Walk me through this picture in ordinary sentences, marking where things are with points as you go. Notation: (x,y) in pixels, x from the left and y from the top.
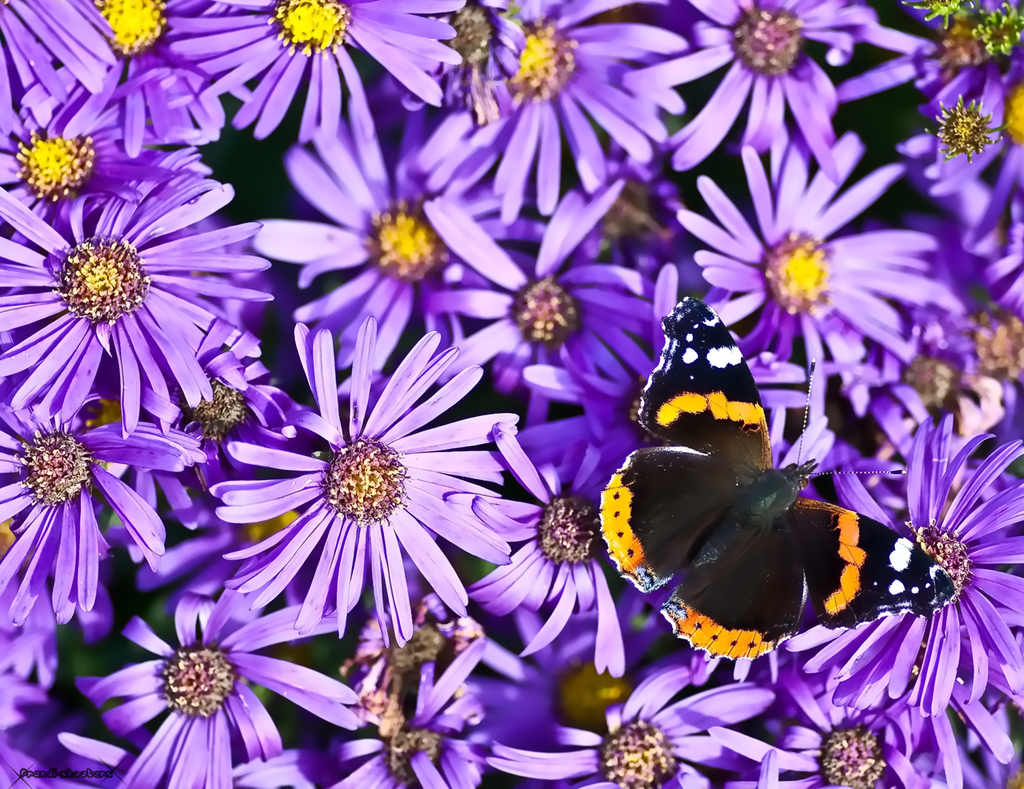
In this image we can see some flowers (624,351) and a butterfly (724,349).
